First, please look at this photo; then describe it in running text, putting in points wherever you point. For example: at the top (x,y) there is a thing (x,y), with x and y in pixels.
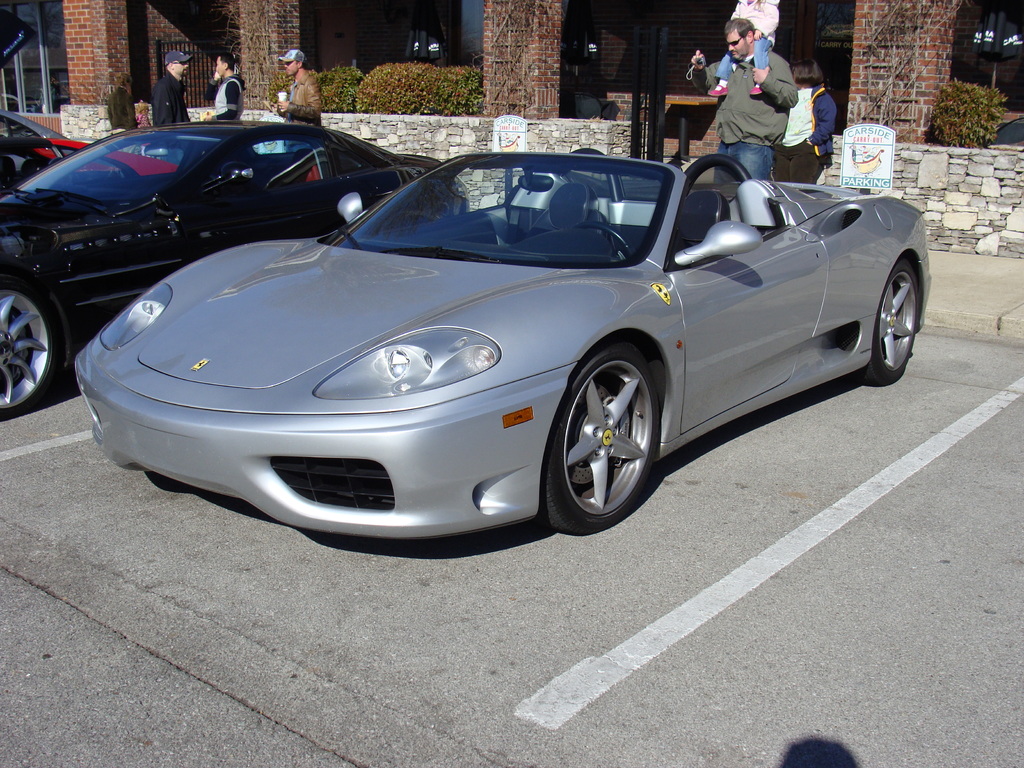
In the image I can see cars (357,256) which are black and grey in color. In the background (766,117) I can see people (735,136) among them some are holding objects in hands (761,81) and the man (751,135) on the right side (707,82) is carrying a child (717,72) on his shoulder (774,73). I can also see plants (385,92), pillars (534,113) and some other objects (461,124).
